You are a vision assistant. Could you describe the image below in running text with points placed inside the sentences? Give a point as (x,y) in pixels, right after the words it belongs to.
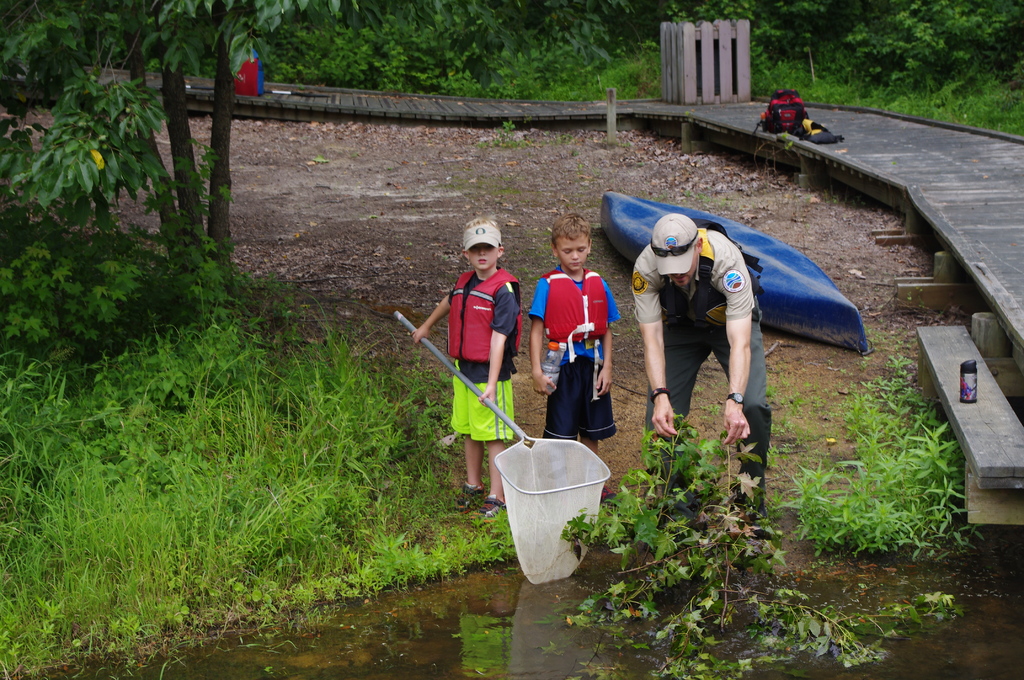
In this image there is man (677,358) and two kids (479,316) one of the kid (491,332) is holding a mesh (506,469) in his hands (484,393) and man (734,364) is holding plants (726,598) there is pond (1006,610) on the right side (914,293) there is a bridge (912,160), on the left side (164,477) there is grass (199,387), tree (153,153), in the background (444,9) there are trees (1001,18), behind the man (687,259) there is a boat (643,231).
